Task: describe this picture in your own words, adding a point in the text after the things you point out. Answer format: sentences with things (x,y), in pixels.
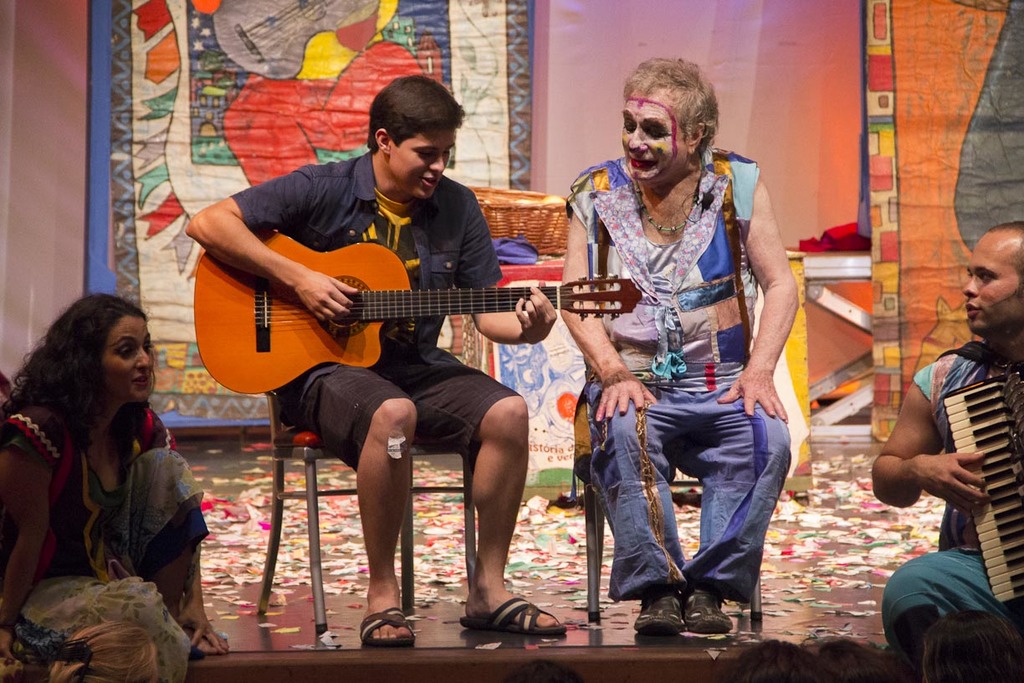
This picture is of inside. On the right corner (1009,303) there is a man (975,567) sitting and playing a musical instrument (1001,480). On the right (711,325) there is a man (662,391) sitting on the chair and smiling. On the left (335,213) there is a man (416,382) sitting on the chair (313,442) and playing guitar (376,354). On the left corner (88,435) there is a woman (124,603) sitting. In the foreground (537,667) we can see the group of persons (787,664) in the background (547,275) we can see the table (540,264) on which a wooden basket (519,206) is placed and there is a wall (668,32) and curtain (492,73) and we can see the table (862,314) in the background (842,321).
